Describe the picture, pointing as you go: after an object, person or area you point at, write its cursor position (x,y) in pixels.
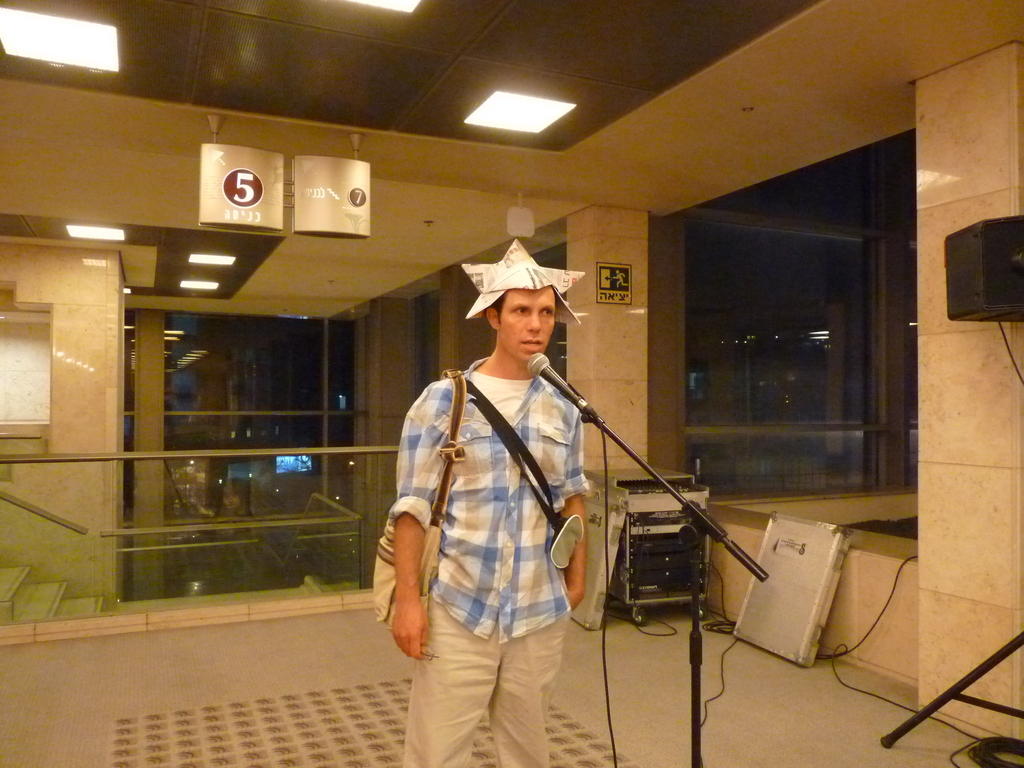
In this picture there is a man (501,297) in the center of the image (571,495) and there is a mic (562,380) in front of him and there is an electric box (629,490) behind him, there is a speaker (961,235) on the right side of the image (948,246) and there are lamps (109,29) on the ceiling (167,233) at the top side of the image (18,23), there are glass windows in the image.
